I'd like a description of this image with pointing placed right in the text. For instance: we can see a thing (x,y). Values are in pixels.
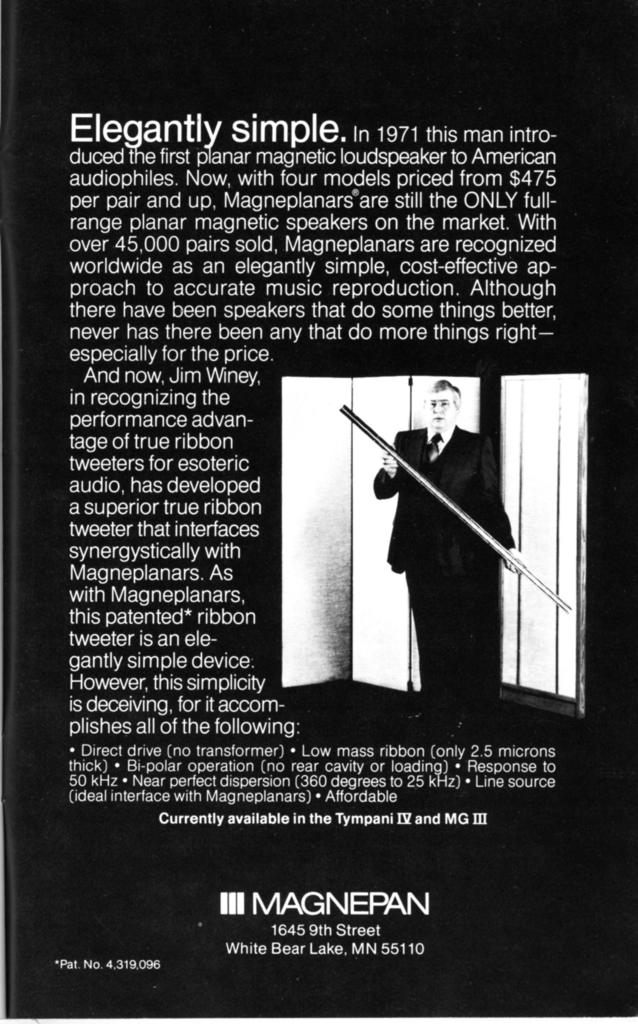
In the image we can see a poster (305,812) and on the poster (287,898) there is a text (329,801). Here we can see a photograph (458,617) of a person (443,590) standing, wearing clothes (431,546) and holding an object (548,596) in the hands (505,568).
